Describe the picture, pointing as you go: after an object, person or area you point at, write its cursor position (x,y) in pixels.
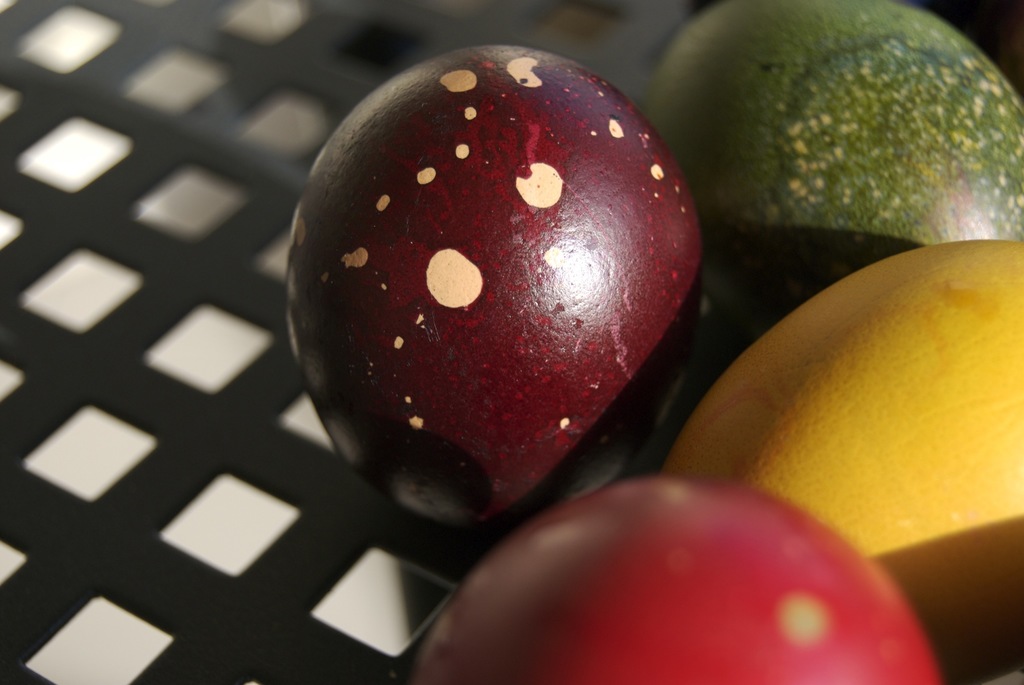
In this image I can see objects (721,264) are on the mesh (219,395).
